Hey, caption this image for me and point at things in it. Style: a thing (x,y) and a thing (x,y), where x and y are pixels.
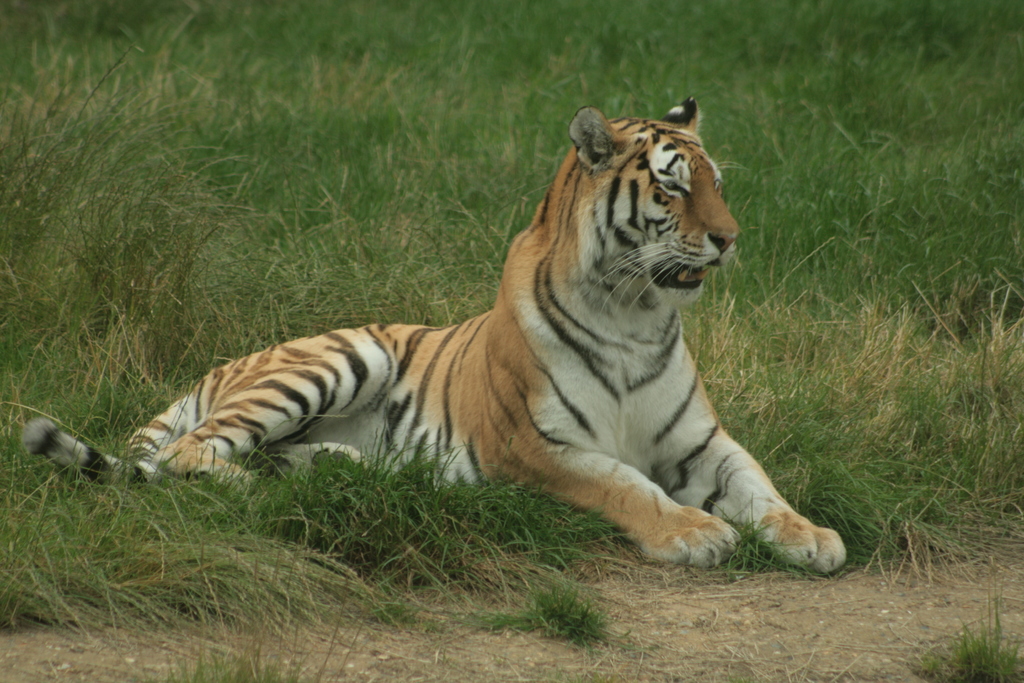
In this picture we can see a tiger (435,391) on the ground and in the background (902,364) we can see the grass (825,319).
